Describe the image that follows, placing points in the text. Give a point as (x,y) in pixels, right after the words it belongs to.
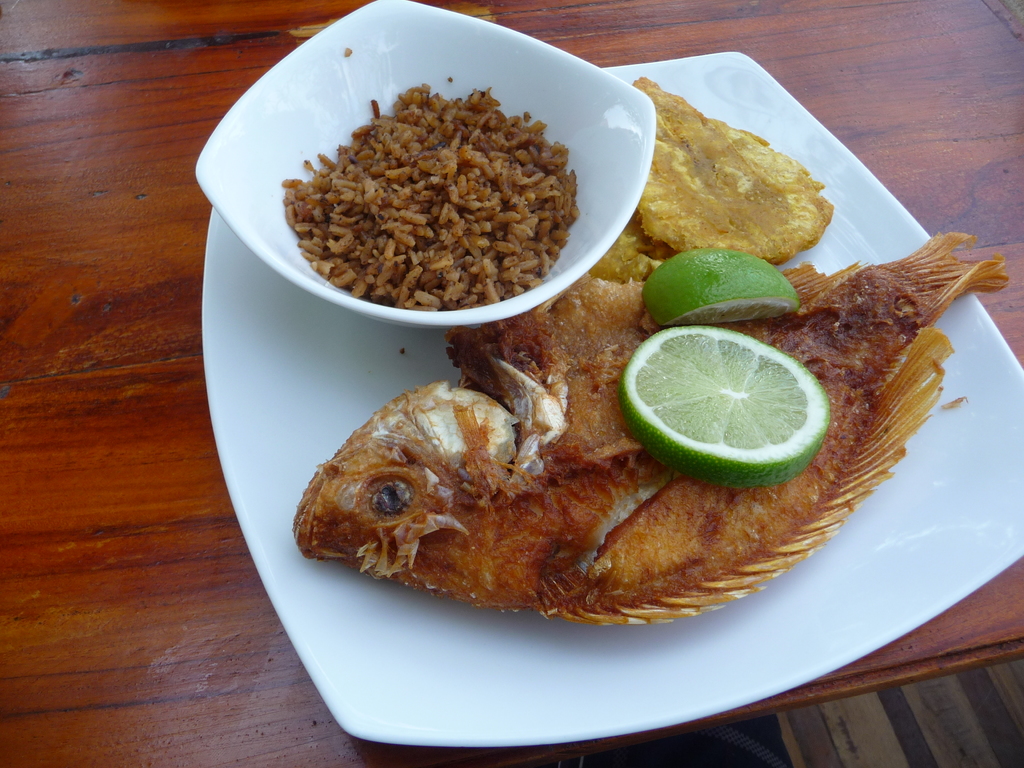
In this picture there is a plate (396,332) on the table (15,575), on the right side of the image (797,484), which contains a fried fish (536,350), lemon pieces (691,449), and fried rice (451,210) in a bowl (617,143).
